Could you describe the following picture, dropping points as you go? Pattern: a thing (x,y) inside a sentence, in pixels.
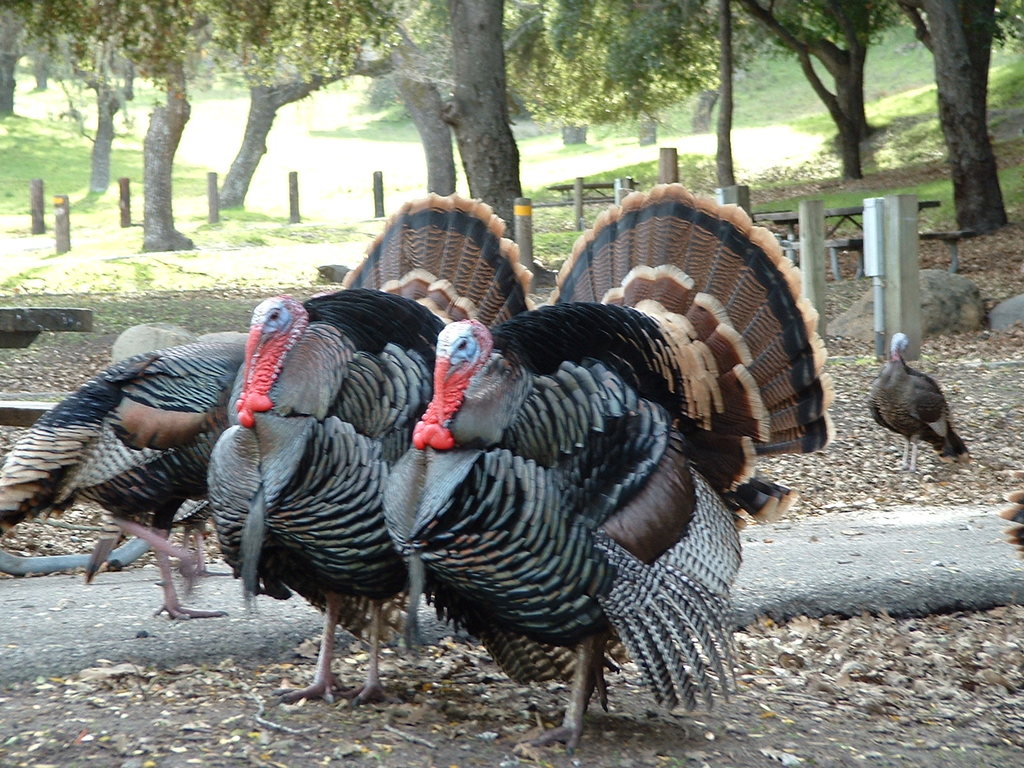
In the center of the image (643,419), we can see some birds (552,326) and in the background (472,120), there are trees (387,75) and poles (815,208) and we can see some benches (831,234). At the bottom (845,572), there is ground (842,510).
